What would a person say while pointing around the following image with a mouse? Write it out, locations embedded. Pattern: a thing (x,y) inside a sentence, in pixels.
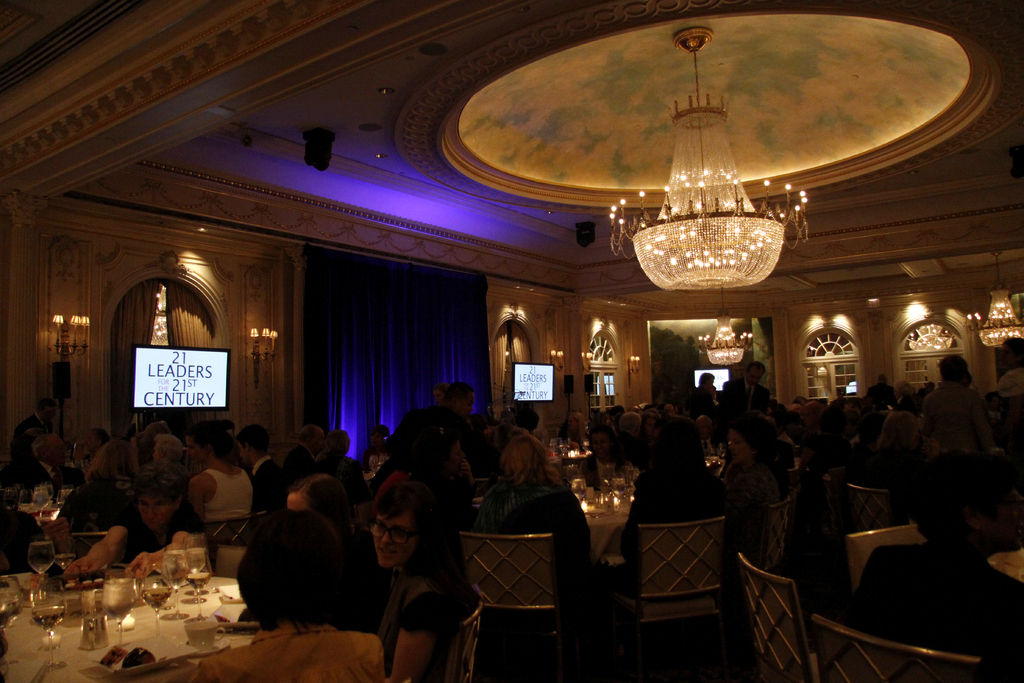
This picture shows the inner view of a building (444,155). Three big lights (691,116) and some objects (326,159) attached to the ceiling (944,258), so many small lights (563,355) attached to the ceiling (360,184) and walls (231,334). Two curtains (191,325) are there. So many chairs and tables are there. So many people (279,467) sitting around the tables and some people (475,423) are standing. Different kinds of objects (153,591) are on the tables (179,621). There are three T. V's (717,371) and two speakers (67,393).
